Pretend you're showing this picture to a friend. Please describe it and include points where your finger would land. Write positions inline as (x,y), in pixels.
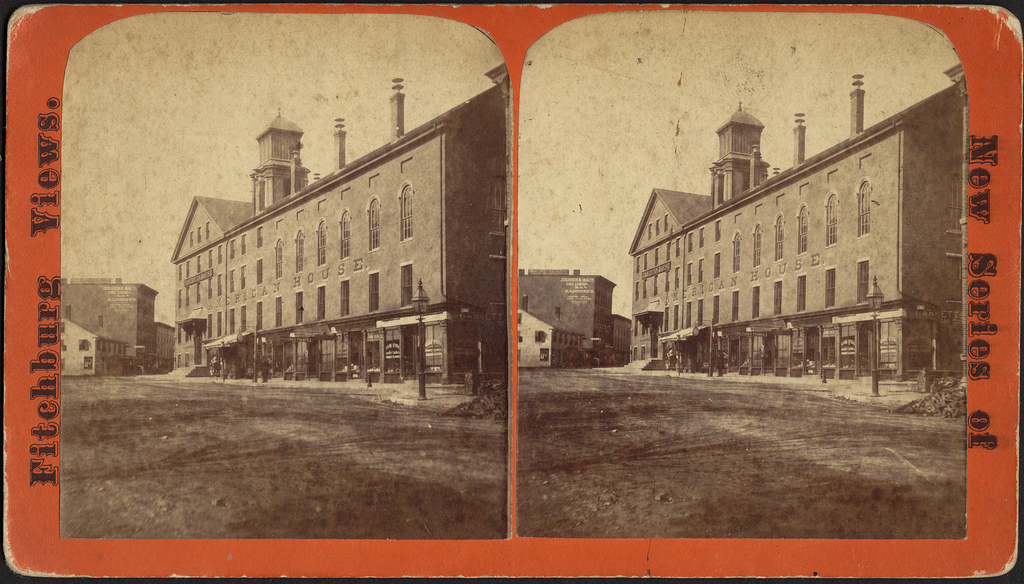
There are two photos in black and white color, it is a very big building (347,290) named American house. At the top (165,83) it is the sky (184,99).
